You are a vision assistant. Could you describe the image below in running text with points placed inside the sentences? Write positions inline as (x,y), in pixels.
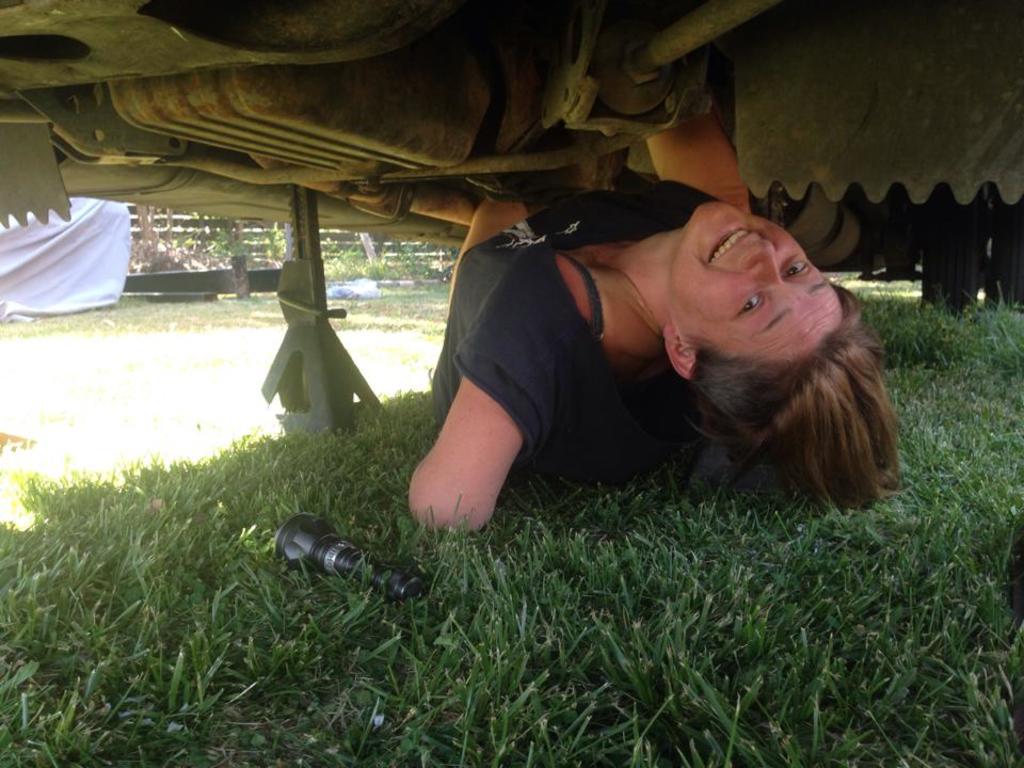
In this image we can see grass (446,674) on the ground (435,677). And we can see a lady (476,388). Also we can see down part of a vehicle (526,142). Also we can see fencing (197,223), white cloth (83,239) and some other objects (312,250) in the back (376,293). Also we can see black color object (319,562) on the grass (251,627).
